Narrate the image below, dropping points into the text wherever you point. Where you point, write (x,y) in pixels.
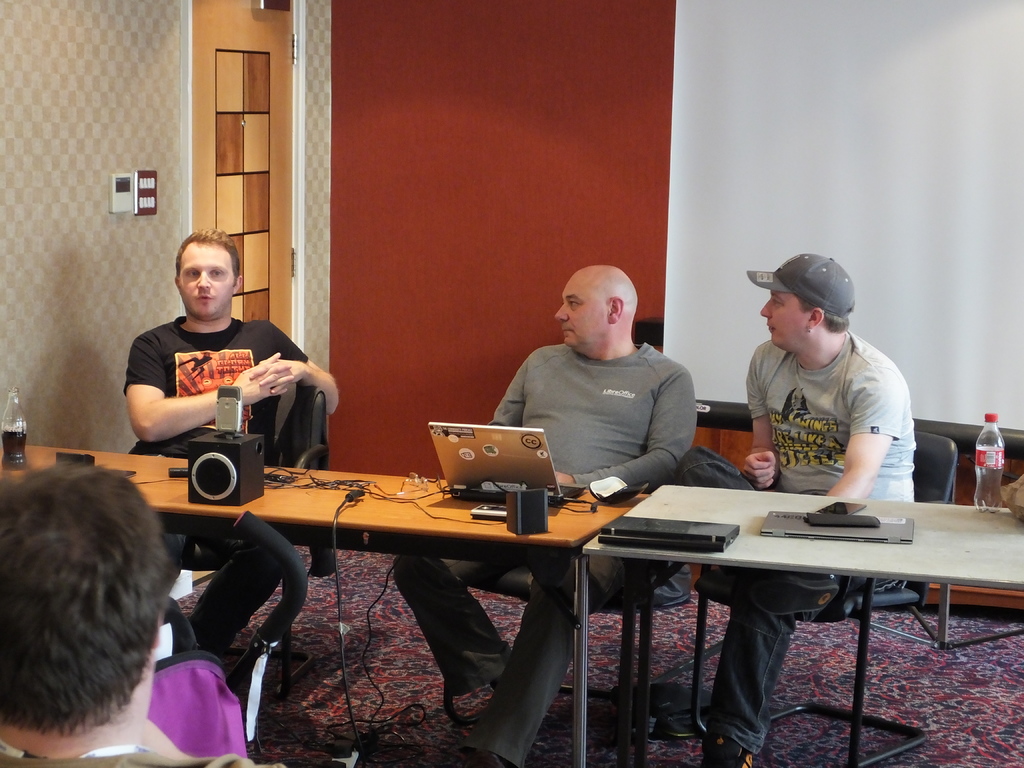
In the image there are three men (628,397) sat on chair (942,470) in front of table (841,556) and there is laptop (503,477), speaker (253,474) and water bottle (980,487) on the table (307,530) and on background (271,154) left side (258,98) there is a door (254,189).
